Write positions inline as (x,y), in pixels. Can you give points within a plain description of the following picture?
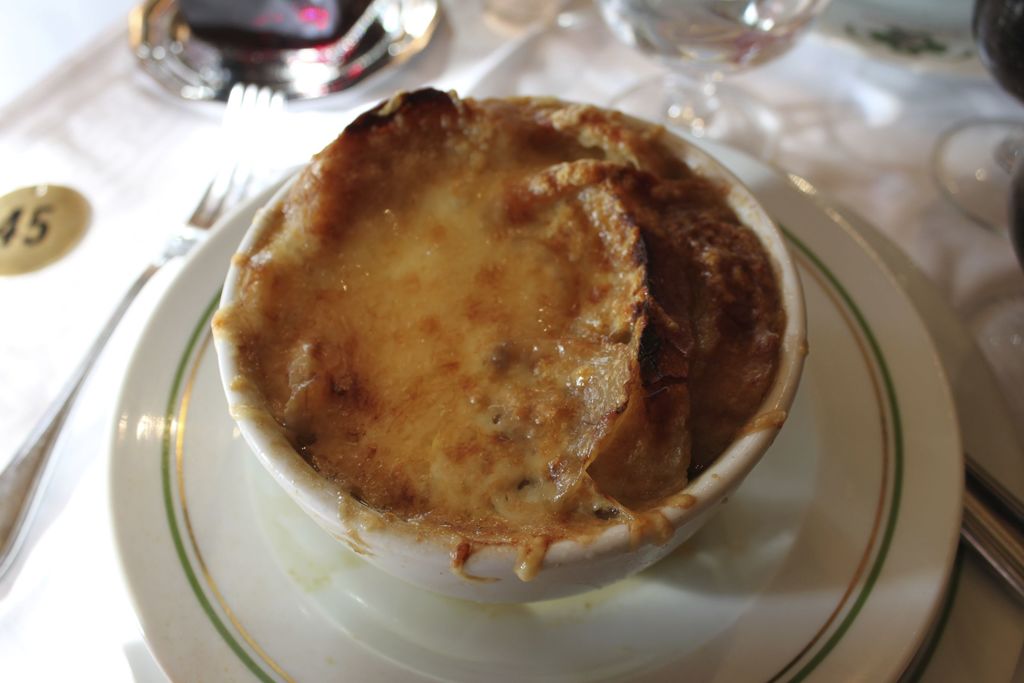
In this image I can see the food (473,283) in the bowl (286,453). The Bowl (654,423) is on the white color plate (891,501). I can see the fork (238,131), glass (532,12) and few objects (1016,560) on the white color cloth (821,186).
